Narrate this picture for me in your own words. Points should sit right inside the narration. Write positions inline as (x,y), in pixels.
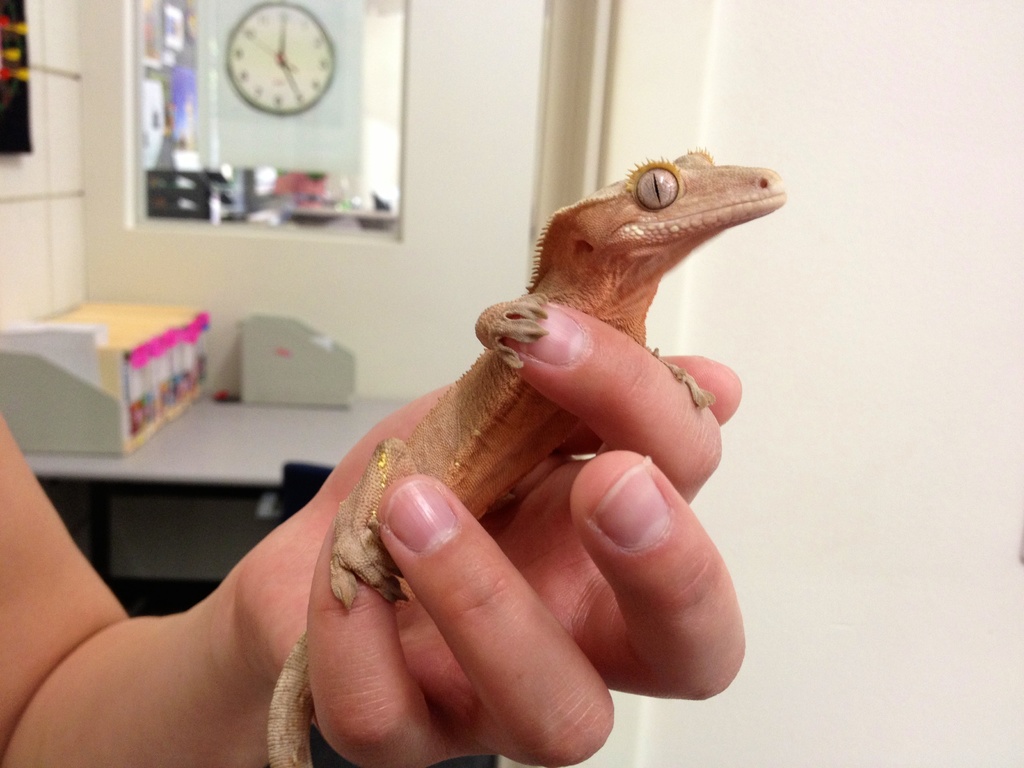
In this picture I can see there is a lizard (282,754) on the person's hand (539,585) and in the backdrop (221,452) I can see there is a table (170,436) here and there are some books (164,380) placed on the table (212,448) and there is a mirror (342,160) and there is a clock (303,13) on the wall (342,79).
